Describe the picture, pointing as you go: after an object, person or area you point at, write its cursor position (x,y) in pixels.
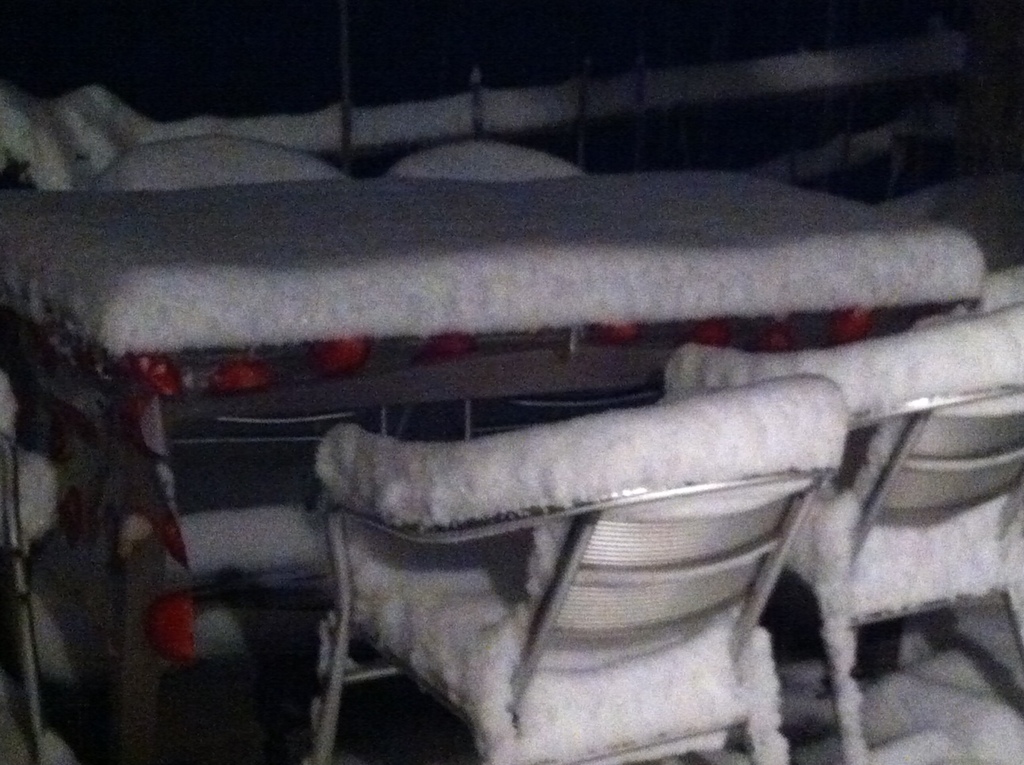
In this picture we can see a table (298,341), chairs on the ground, here we can see some objects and in the background (1001,168) we can see it is dark.
